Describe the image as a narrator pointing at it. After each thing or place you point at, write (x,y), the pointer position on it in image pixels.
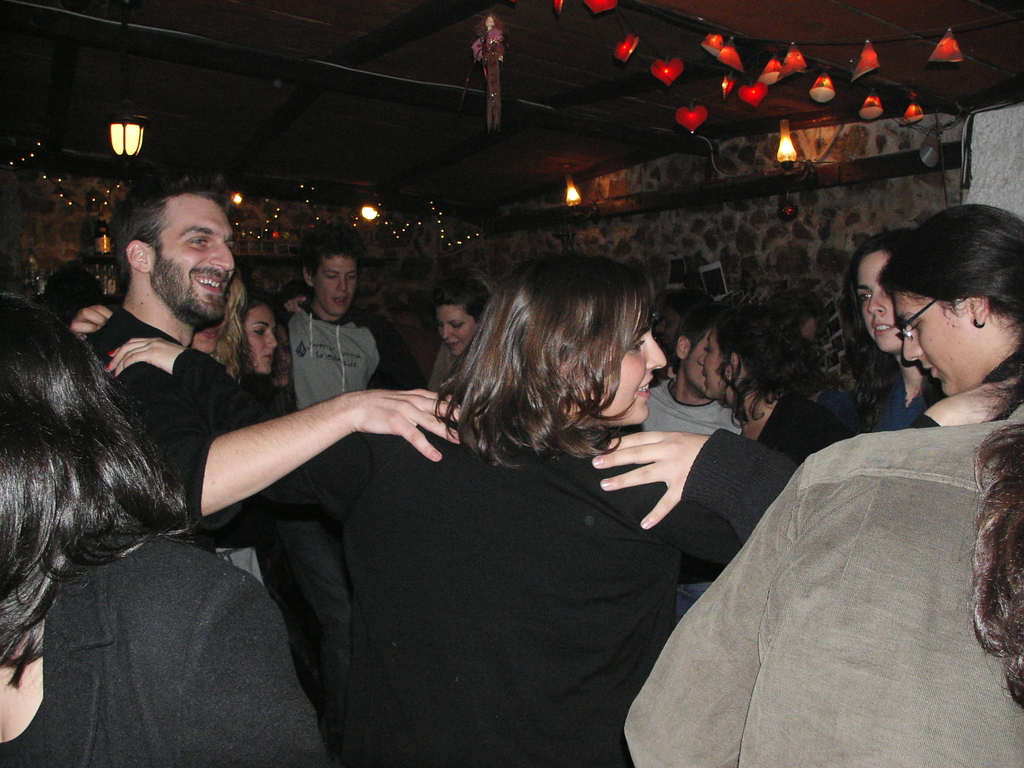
In this picture we can see a group of people (431,462) in the room (86,100) and behind the people (470,311) there is a wall (601,248) and at the top (822,93) there are decorative lights (654,64).
